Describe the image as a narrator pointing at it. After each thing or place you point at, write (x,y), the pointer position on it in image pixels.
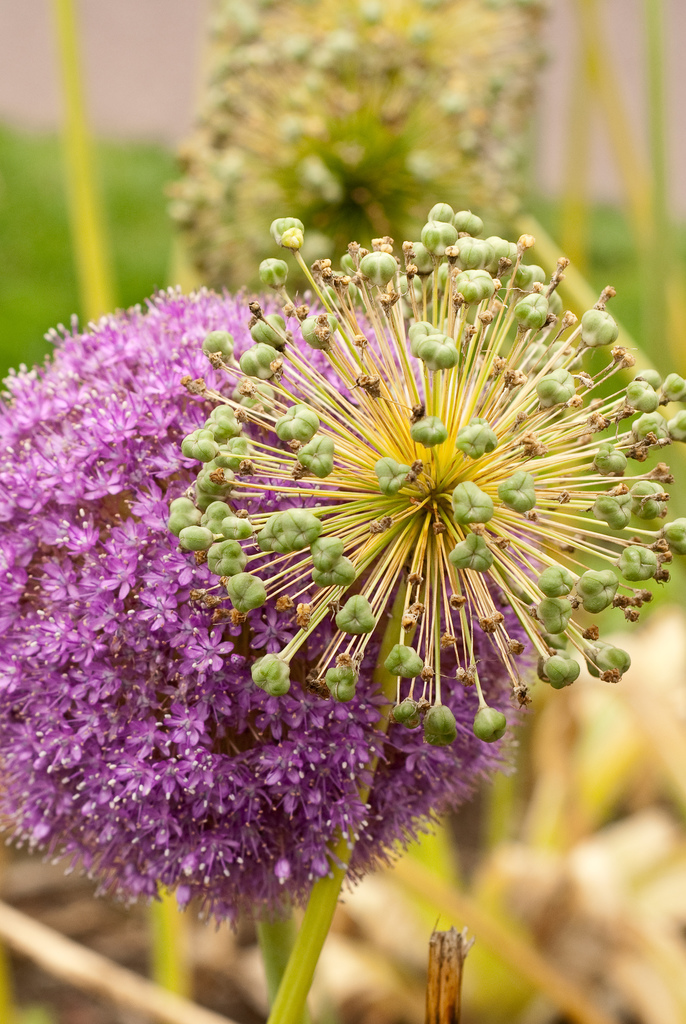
In this image I can see few flowers (488,467) to the stems (289,952). The background (81,65) is blurred.
